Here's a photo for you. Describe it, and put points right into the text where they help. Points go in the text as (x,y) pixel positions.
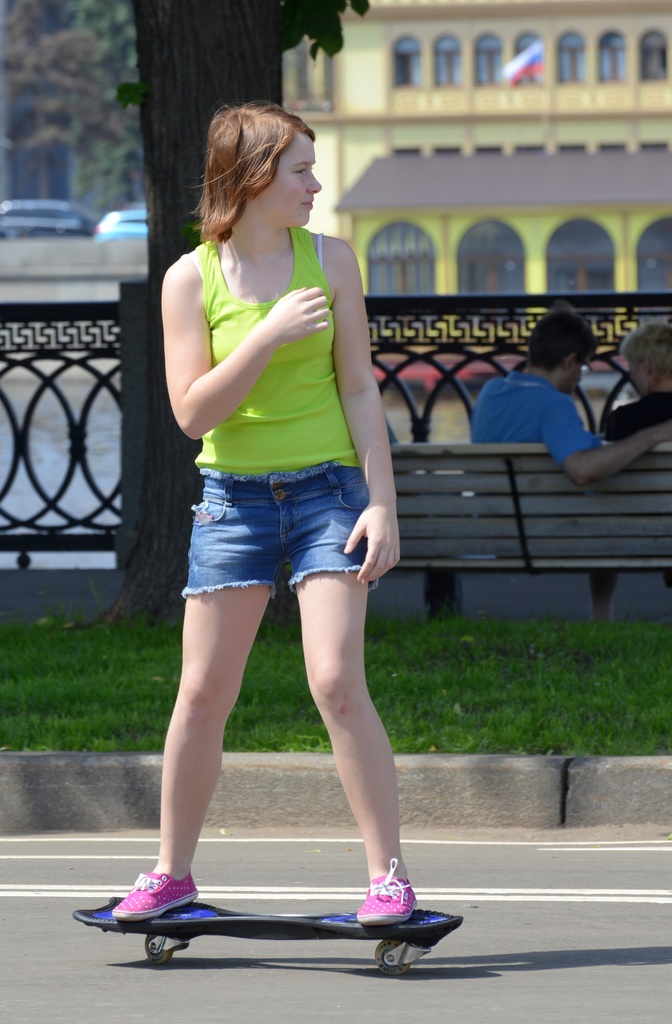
This image is clicked on the road (367,965). There is a woman (198,739) skating on the road (467,934). There is a skateboard (322,919) below her legs (136,892). Behind her there's grass (454,694) on the ground (592,701). There is a bench (473,553) on the grass (443,638). There are two people (546,426) sitting on the bench (547,496). Beside the bench (537,501) there is a tree trunk (178,88). In front of them there is a railing (142,317). Behind the railing (433,308) there is the water (63,442). In the background (92,205) there are buildings (389,117), cars (83,215) and trees (90,60). There is a flag (529,55) on a building (520,114).
